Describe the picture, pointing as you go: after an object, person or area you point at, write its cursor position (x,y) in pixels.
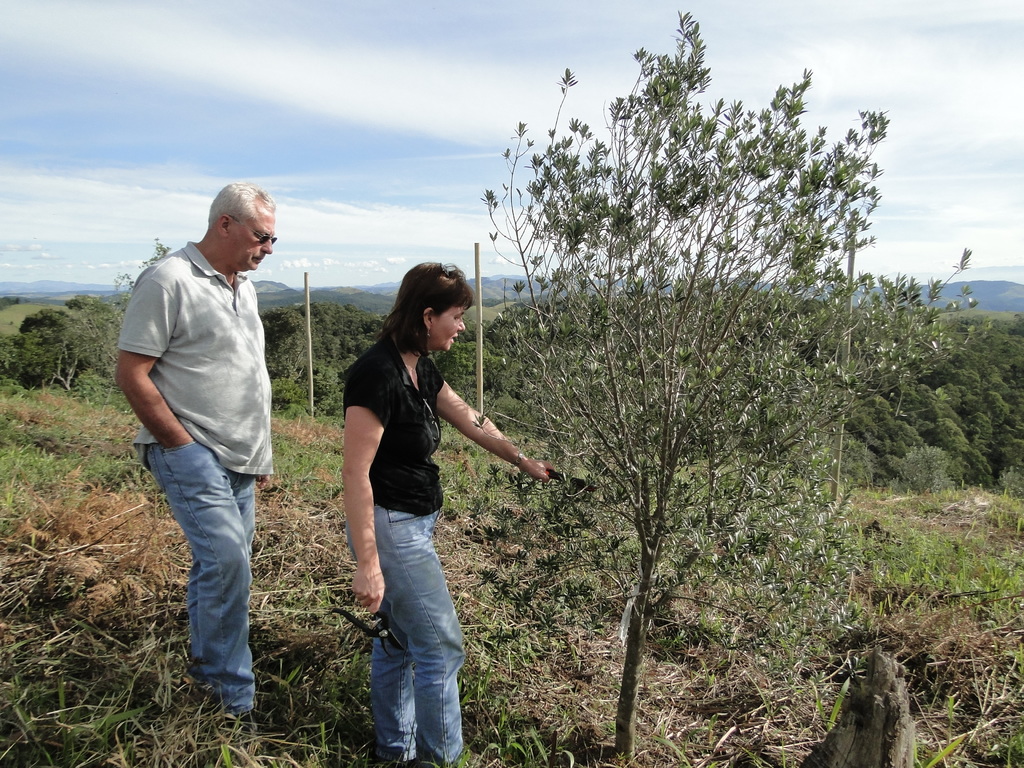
In front of the image there is a person (408,536) holding some objects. Behind her there is another person (209,508) standing on the grass (286,728). There are trees (693,366), poles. In the background of the image (382,295) there are mountains (990,309). At the top of the image (459,111) there are clouds (427,131) in the sky (462,120).
